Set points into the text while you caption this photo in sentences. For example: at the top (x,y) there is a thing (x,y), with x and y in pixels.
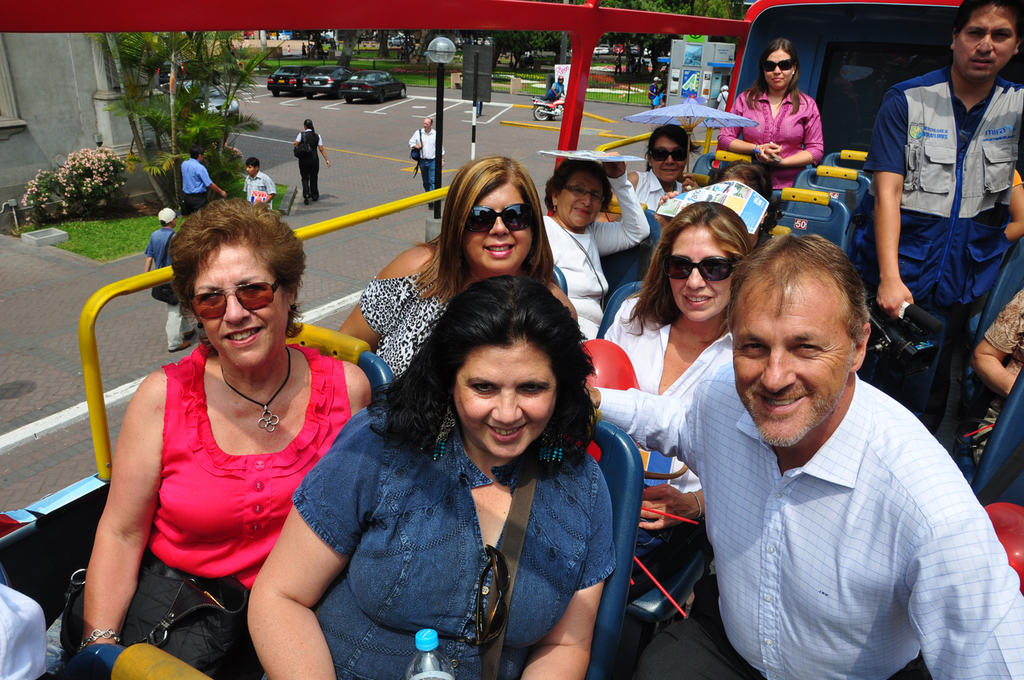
Here we can see group of people (725,510) on the vehicle (639,273) and she is holding an umbrella (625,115). There are cars (399,97), bike (536,112), and few persons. This is grass (121,226) and there are plants (147,154) with flowers (86,179). This is a wall (50,91). In the background (121,82) we can see trees (346,53).
